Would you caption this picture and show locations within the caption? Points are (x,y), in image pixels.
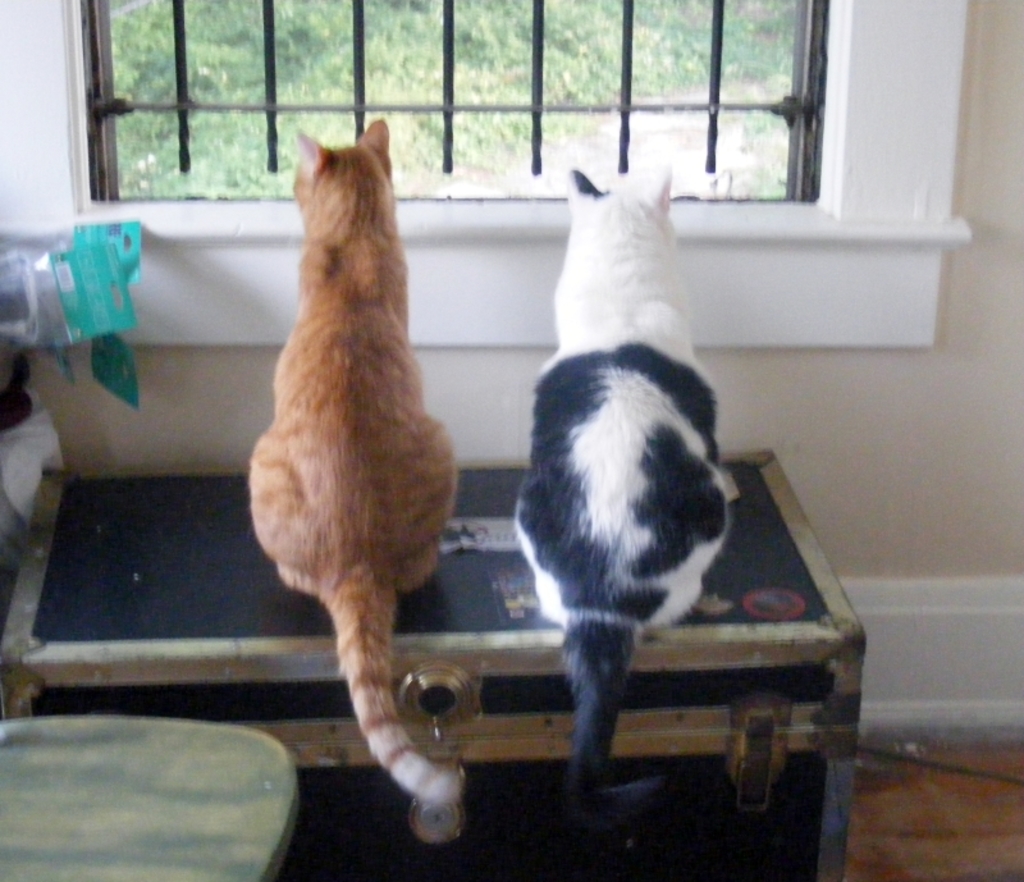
In the image there are two animals (646,478) sitting on a box (57,620) and looking out of the window (319,31), behind the window (399,54) there are some plants (306,59).
